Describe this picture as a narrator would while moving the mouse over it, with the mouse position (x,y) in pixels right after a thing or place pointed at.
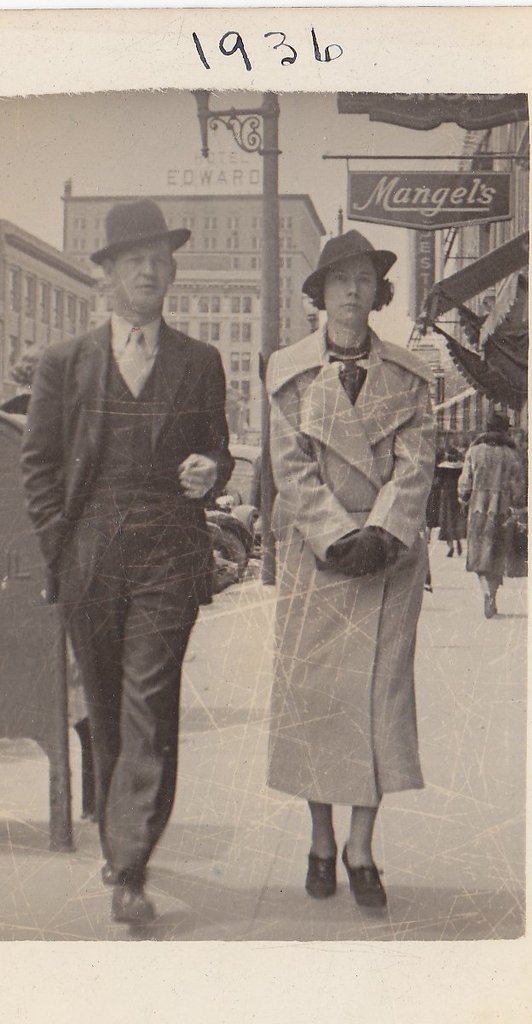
This is an old black and white image. I can see few people (497,490) standing on the pathway (230,848). In the background (205,304), there are buildings (202,299), name board (417,221), pole (274,179) and an object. At the top of the image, I can see the numbers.
